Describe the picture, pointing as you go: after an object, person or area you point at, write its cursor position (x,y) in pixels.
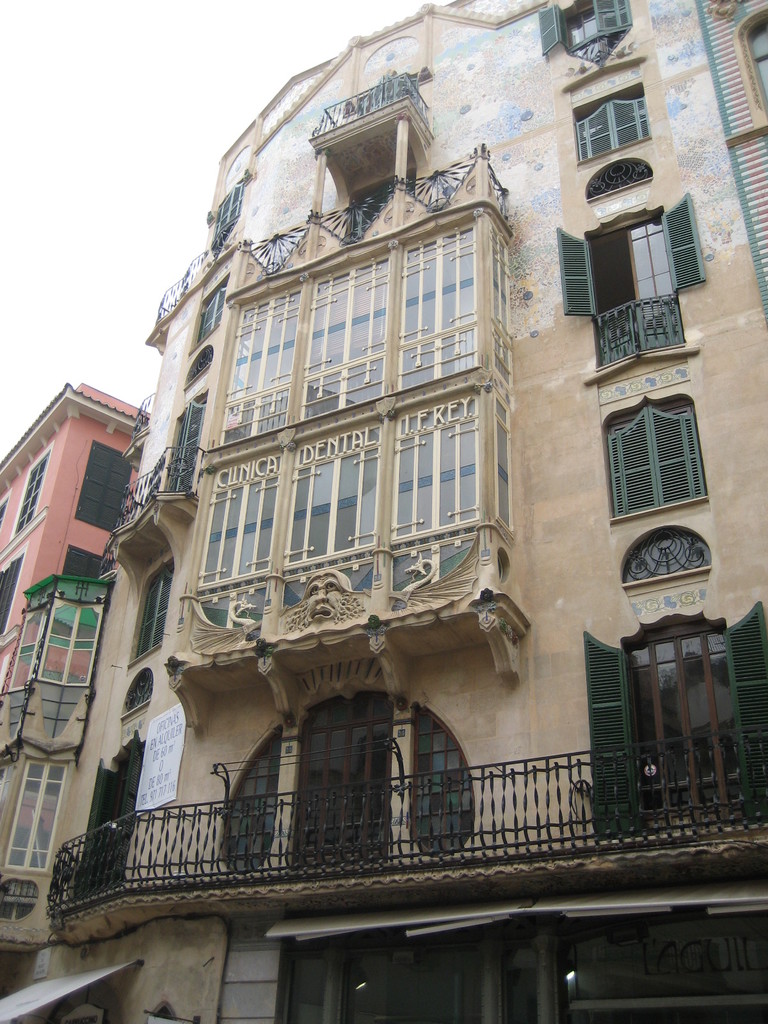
In the image there are two buildings (301,437) and there is a dental name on the windows (321,395) of the first building (478,341).
